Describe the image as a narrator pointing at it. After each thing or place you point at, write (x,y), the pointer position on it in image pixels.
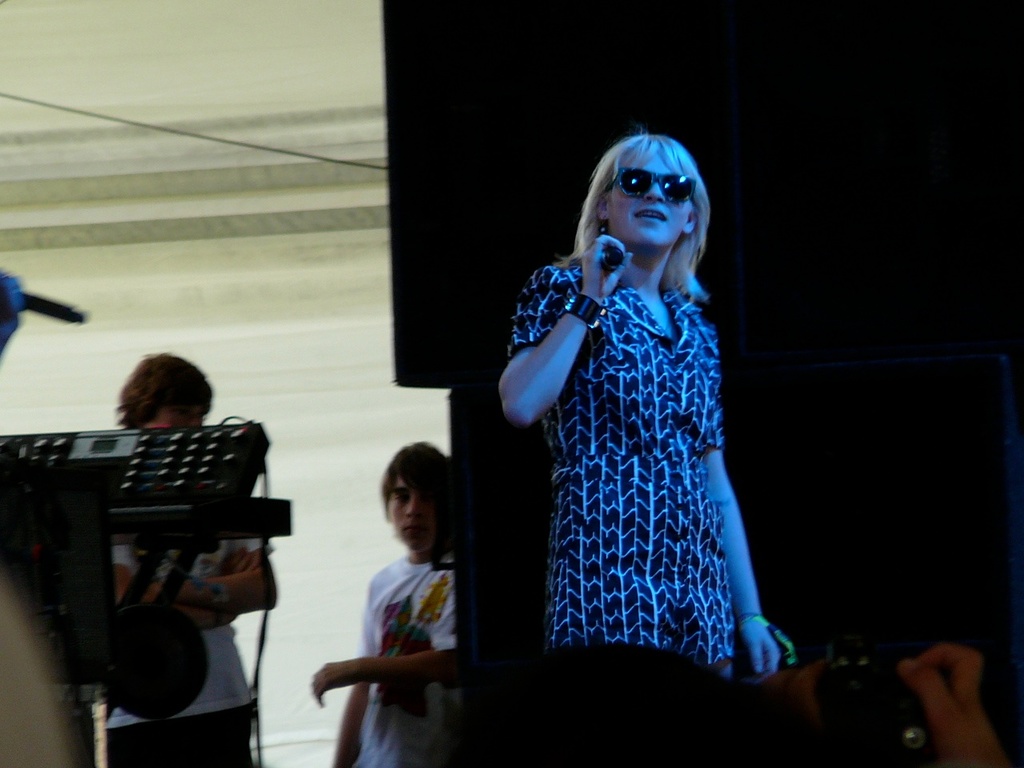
In this image I can see a person (624,393) standing and holding a mike (611,258) in hand (595,276). On the left side of the image (138,396) I can see two persons (399,644) standing and wearing white color t-shirts (371,628). On the right bottom of the side there is a person (798,719) holding a camera (899,709) in hands (928,702). In the background (273,237) there is a wall (287,298).
